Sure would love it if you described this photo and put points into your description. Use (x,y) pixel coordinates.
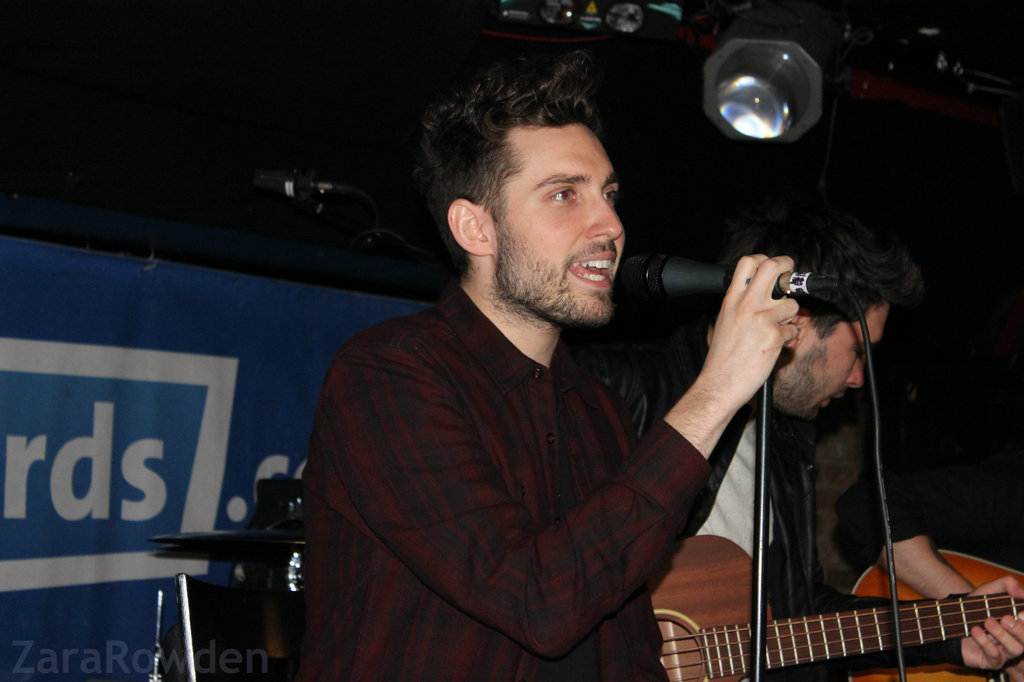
In this image we can see a two persons (647,503). The person (654,435) is holding a mic (719,265).
